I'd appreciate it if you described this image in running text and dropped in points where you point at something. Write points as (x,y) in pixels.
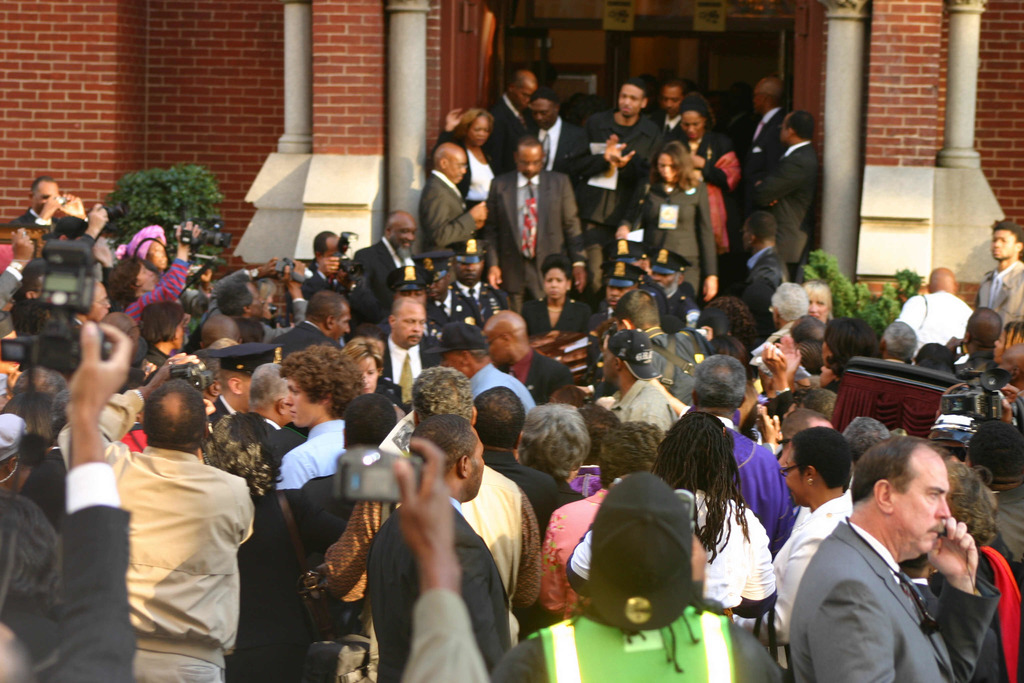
In the image there are many people (530,300) in suits (553,176) standing, in the back (256,82) there is a building (309,95) with plants (218,193) on either side and few people (670,148) standing on the steps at the entrance (648,54), in the front (127,510) there are few people (444,609) taking pictures in the camera (389,462).
